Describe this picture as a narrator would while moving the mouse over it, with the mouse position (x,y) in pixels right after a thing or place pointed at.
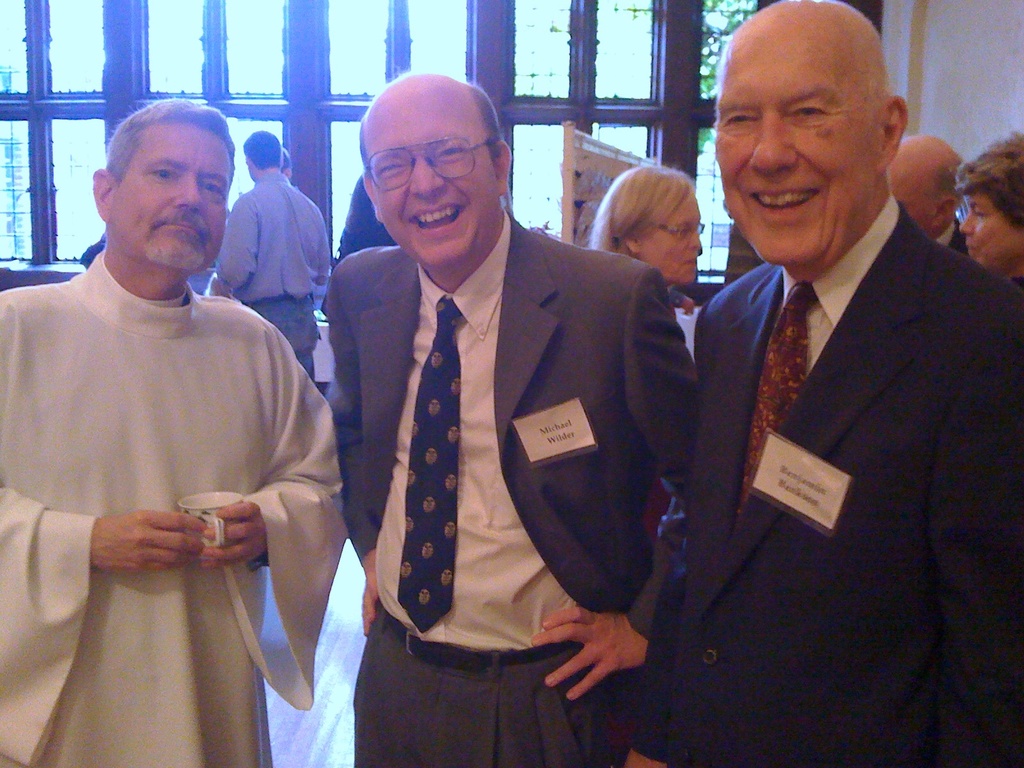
In the image we can see three men (639,462) standing, wearing clothes (380,539) and they are smiling. Behind them there are other people (286,212) and some of them are wearing spectacles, and the left side man (241,448) is holding a tea cup (217,518) in hand (193,528). Here we can see a floor (276,725) and the glass windows (533,61).
